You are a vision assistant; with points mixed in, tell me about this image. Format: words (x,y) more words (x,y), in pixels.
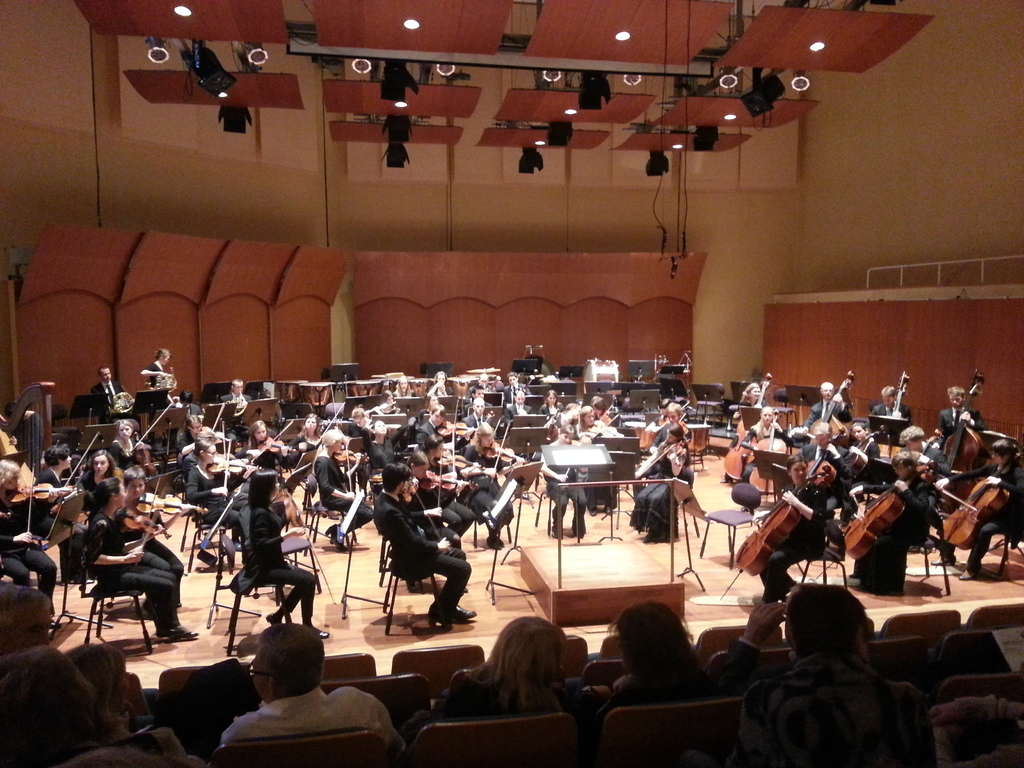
This image is taken from inside. In this image we can see there are a few people (267,480) sitting on chairs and playing their musical instruments (289,493). At the bottom of the image (825,690) there are a few audience (803,687) sitting in their chairs (945,688). In the background (344,321) there is a wall (563,326). At the top (294,44) there is a ceiling (384,102) with lights (773,73) and camera (566,133).
